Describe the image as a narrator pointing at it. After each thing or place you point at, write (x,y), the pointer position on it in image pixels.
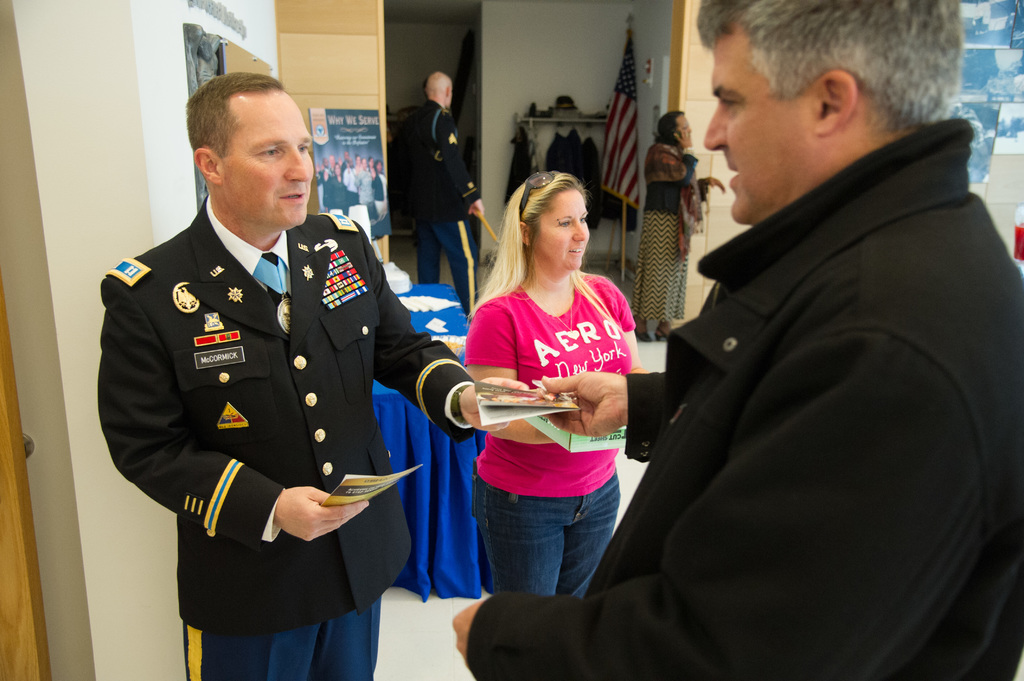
In this picture we can see a few people (634,531) holding objects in their hands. We can see a woman (516,221) wearing goggles (533,188). There are a few things (395,283) kept on a table (463,493). We can see a poster (315,172), flag (622,175), clothes (588,170) on hanging rods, few people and other objects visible in the background (440,259). We can see a wooden object (16,604) on the left side (34,591).
